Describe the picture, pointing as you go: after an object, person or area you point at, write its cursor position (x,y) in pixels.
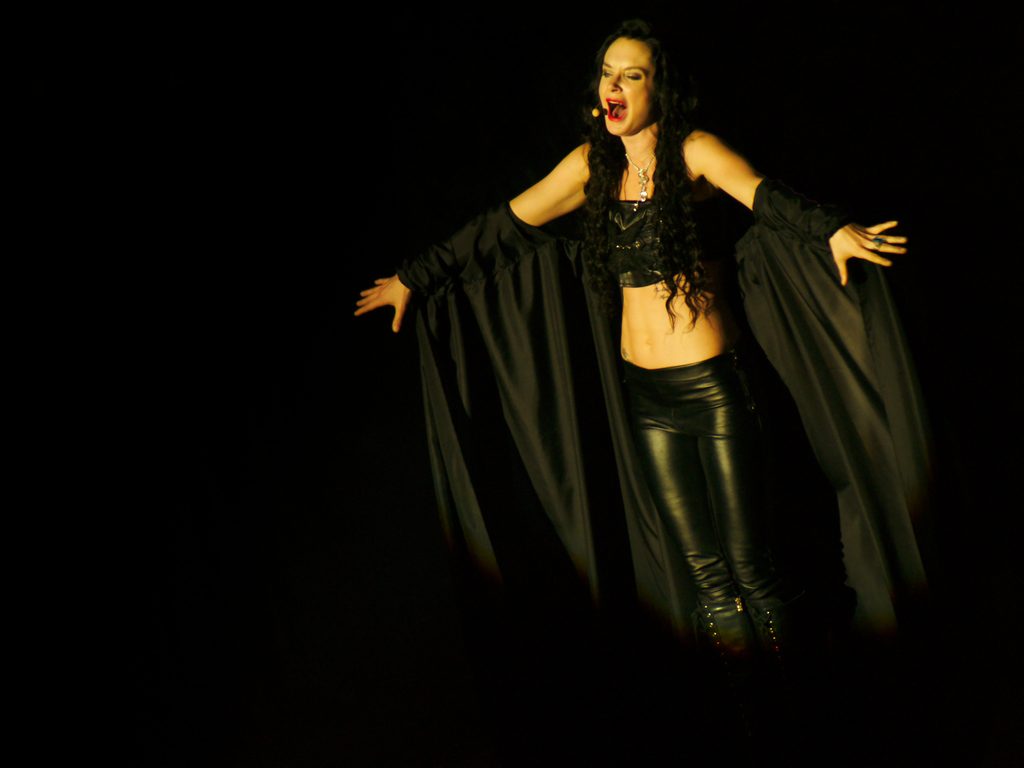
In this image I can see a woman (870,618) is standing on the stage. The background (997,500) is dark in color. This image is taken may be on the stage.
